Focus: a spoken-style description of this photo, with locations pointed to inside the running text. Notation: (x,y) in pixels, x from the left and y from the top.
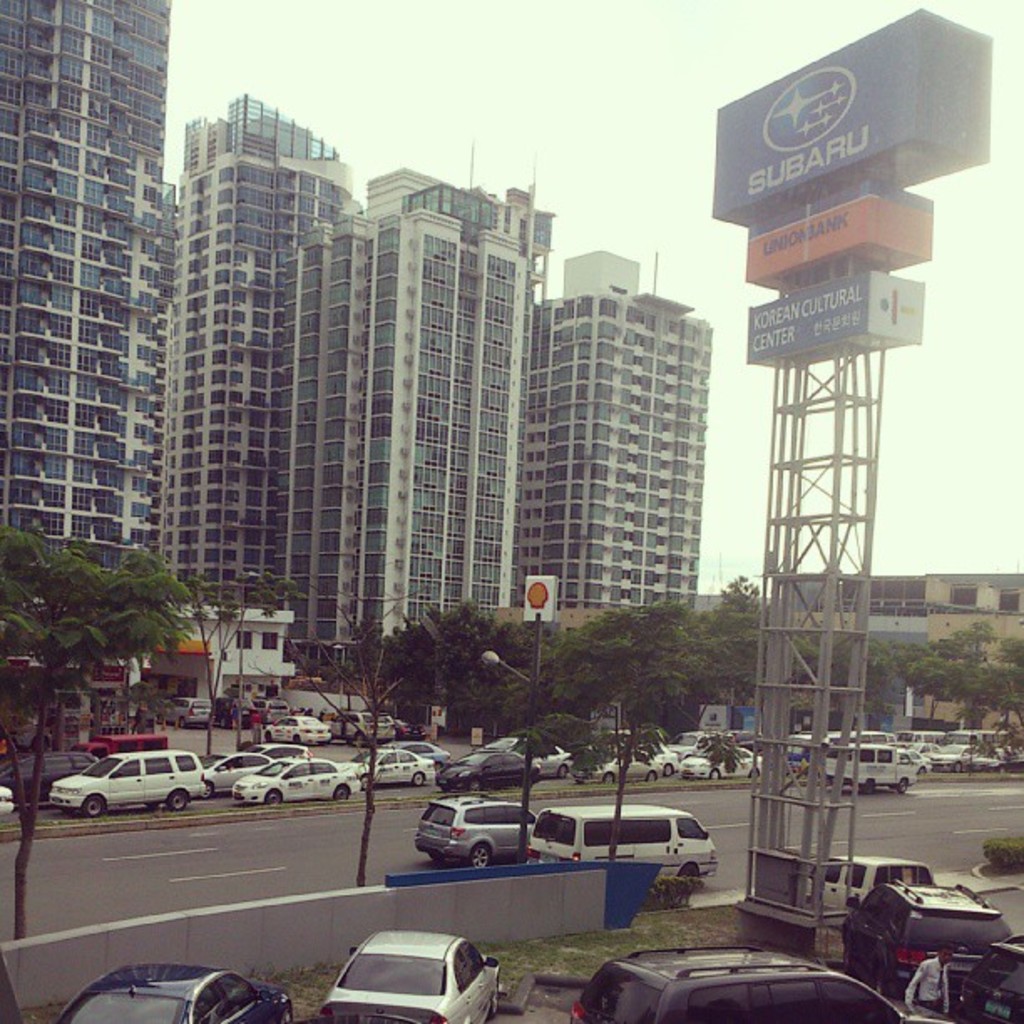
In this picture I can see buildings (82,530), trees (701,718) and few cars (472,752) on the road (895,798) and I can see few cars (710,1019) parked and I can see boards (816,99) with some text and I can see sky (556,22).
